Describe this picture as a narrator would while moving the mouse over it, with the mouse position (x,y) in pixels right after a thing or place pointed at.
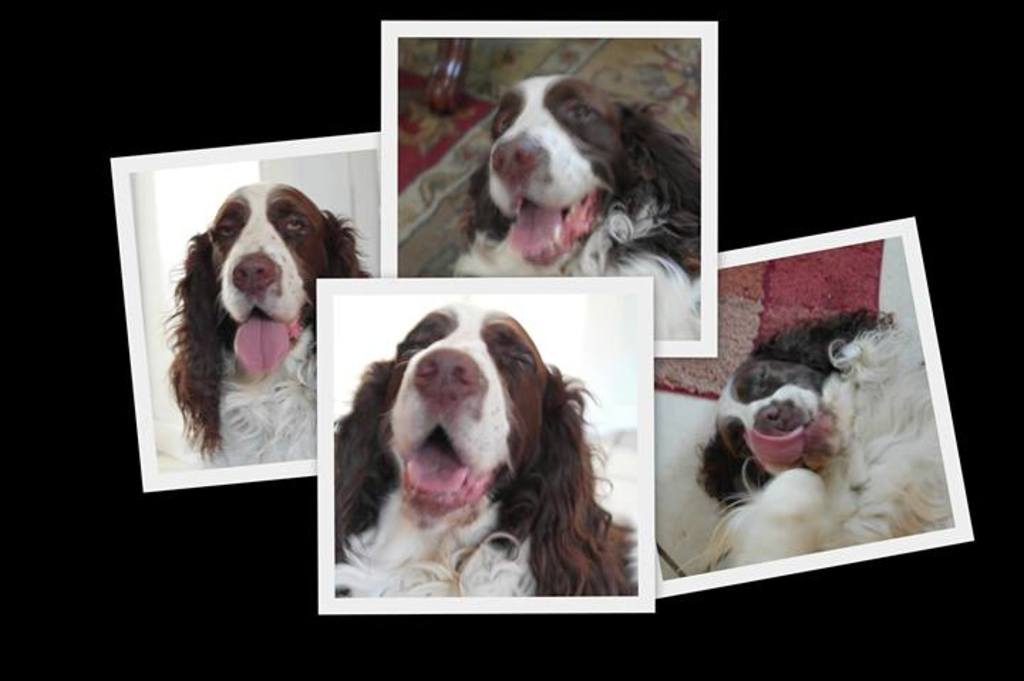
In this picture we can see there four photos (436,338) of a dog (455,321) in different angles. Behind the photos (280,333) there is a dark background (944,5).
